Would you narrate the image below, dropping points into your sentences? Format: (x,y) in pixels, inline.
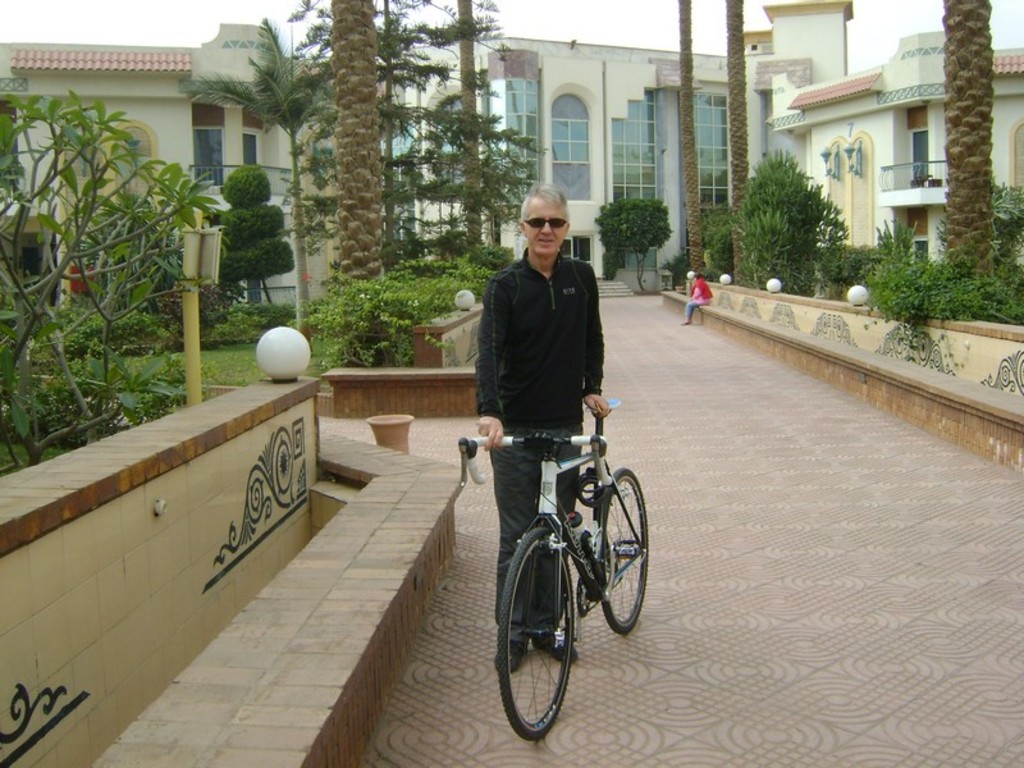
In the picture I can see a person (511,404) is holding a bicycle (562,539) and standing on the ground (716,338). In the background (694,289) I can see a person (694,302) is sitting, trees (449,257), plants (377,358), the grass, buildings (674,151), fence (952,359), the sky (147,12) and some other objects (392,419).
